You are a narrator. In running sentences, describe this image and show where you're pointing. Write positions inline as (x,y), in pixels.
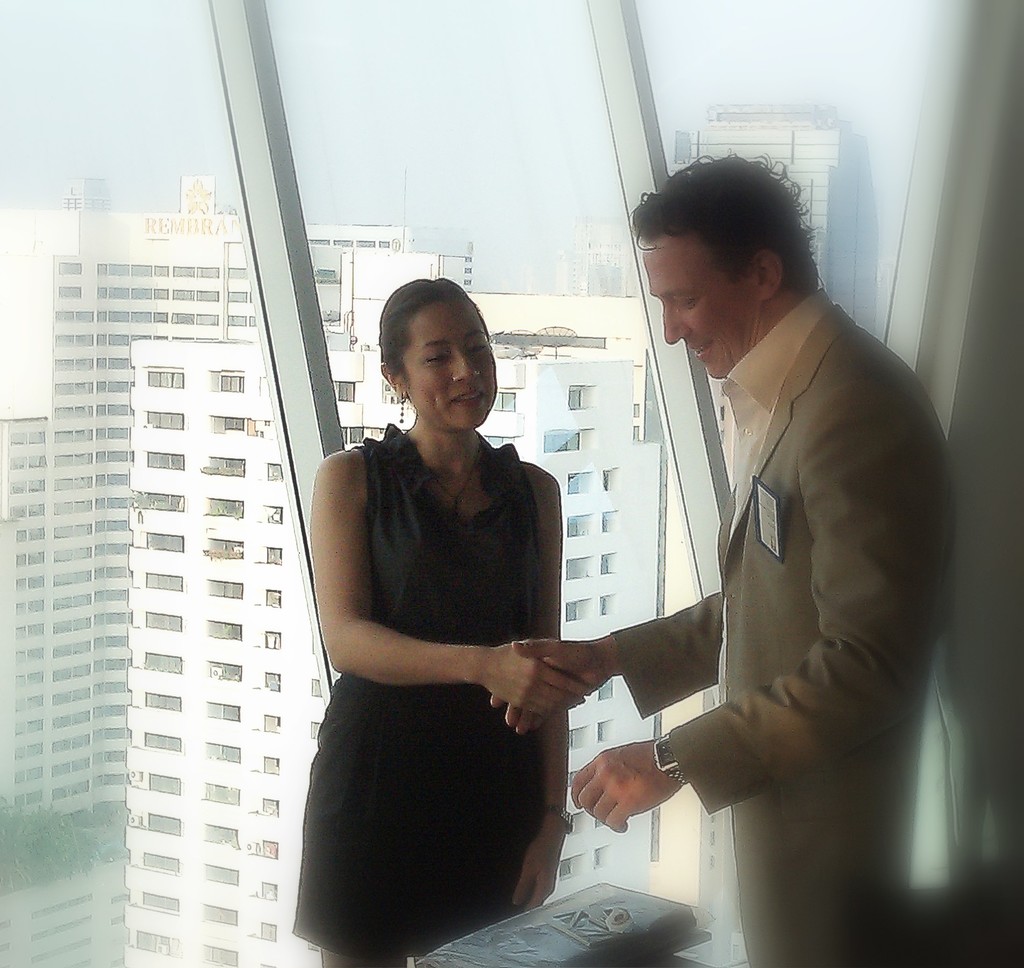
In this picture there are two people (336,724) standing and smiling and shaking hands (554,675) each other and we can see an object (607,937) and glass (373,320), through glass (453,230) we can see buildings (450,236) and sky (425,197).
